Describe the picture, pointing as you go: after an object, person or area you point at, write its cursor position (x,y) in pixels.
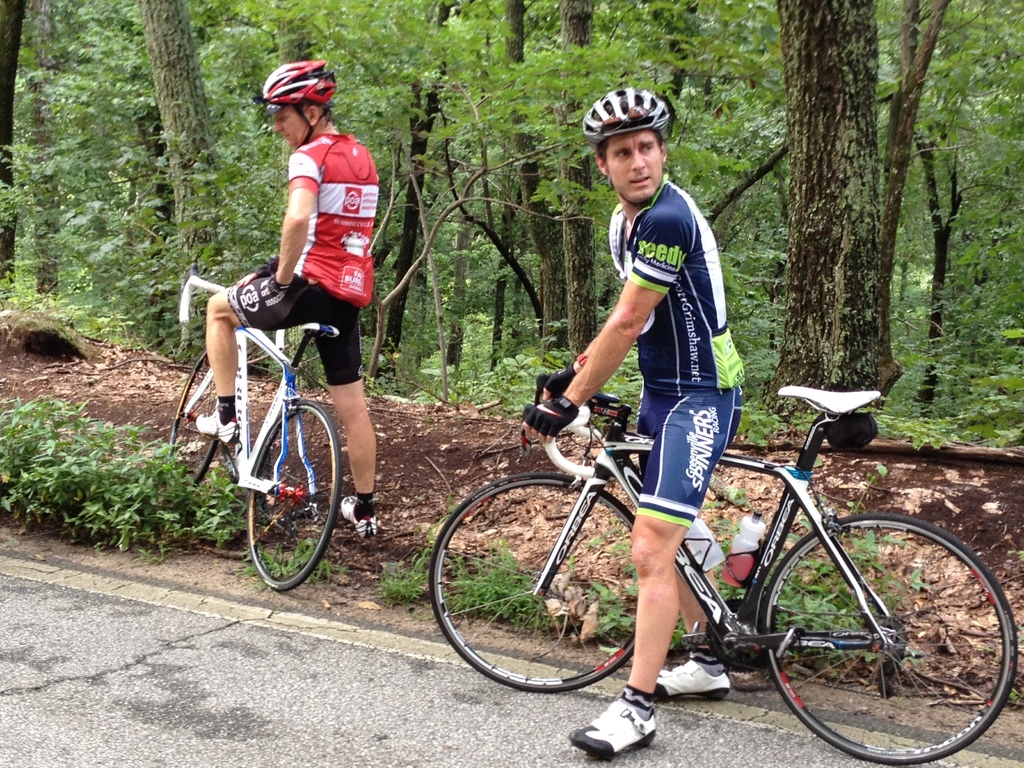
In the image we can see there are men (335,347) standing and holding their bicycle (553,449) and behind there are lot of trees (467,191).
